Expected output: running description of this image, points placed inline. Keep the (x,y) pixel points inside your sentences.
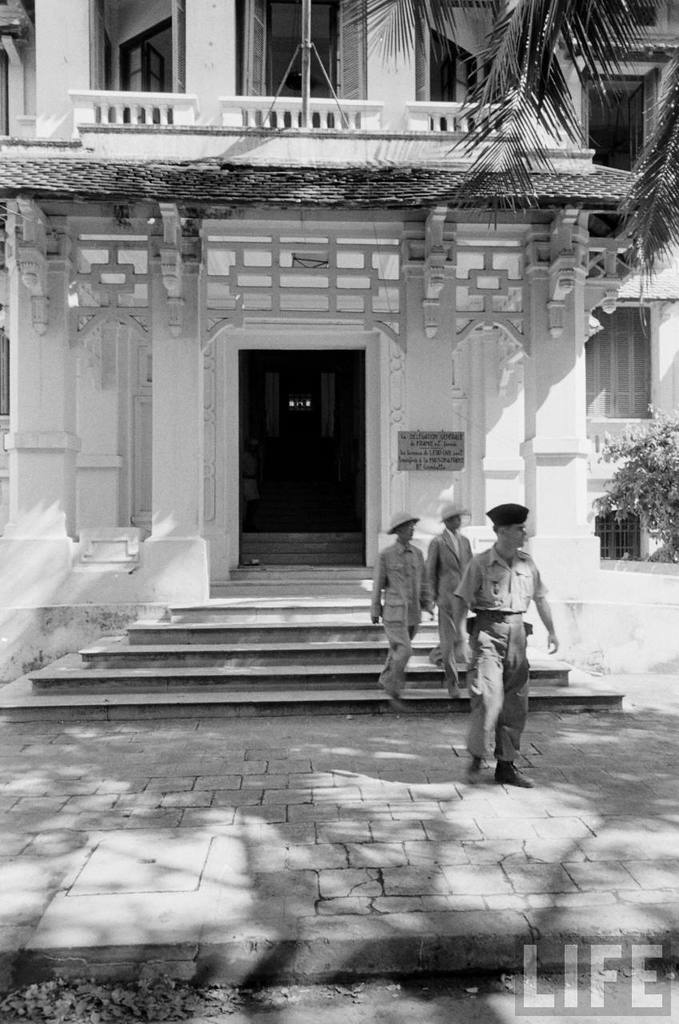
This is a black and white image. In the center of the image (373,375) we can see a building (247,248), doors (356,502), windows (288,37), balcony (260,143), pillars (411,332), wallboard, trees (670,560), stairs (344,696). On the right side of the image (507,699) we can see three persons (454,616) are walking and wearing caps (525,520). At the bottom of the image (300,758) we can see the floor (318,871) and some text (642,987).
